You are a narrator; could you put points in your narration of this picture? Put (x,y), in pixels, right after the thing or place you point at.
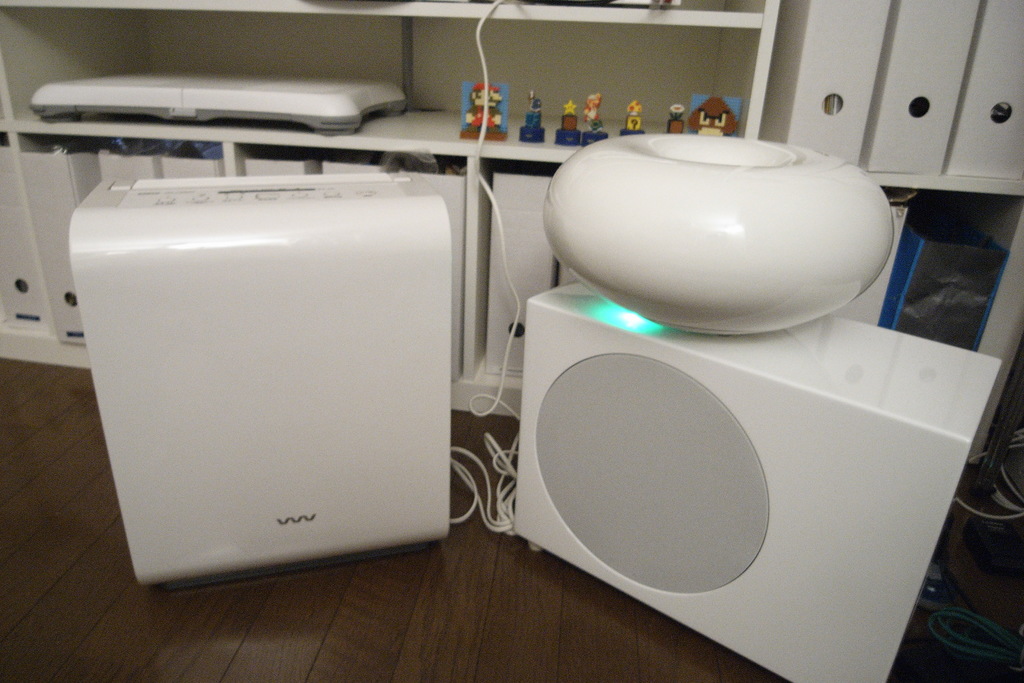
In this picture there is dehumidifier (353,336) in the center of the image (352,364).
